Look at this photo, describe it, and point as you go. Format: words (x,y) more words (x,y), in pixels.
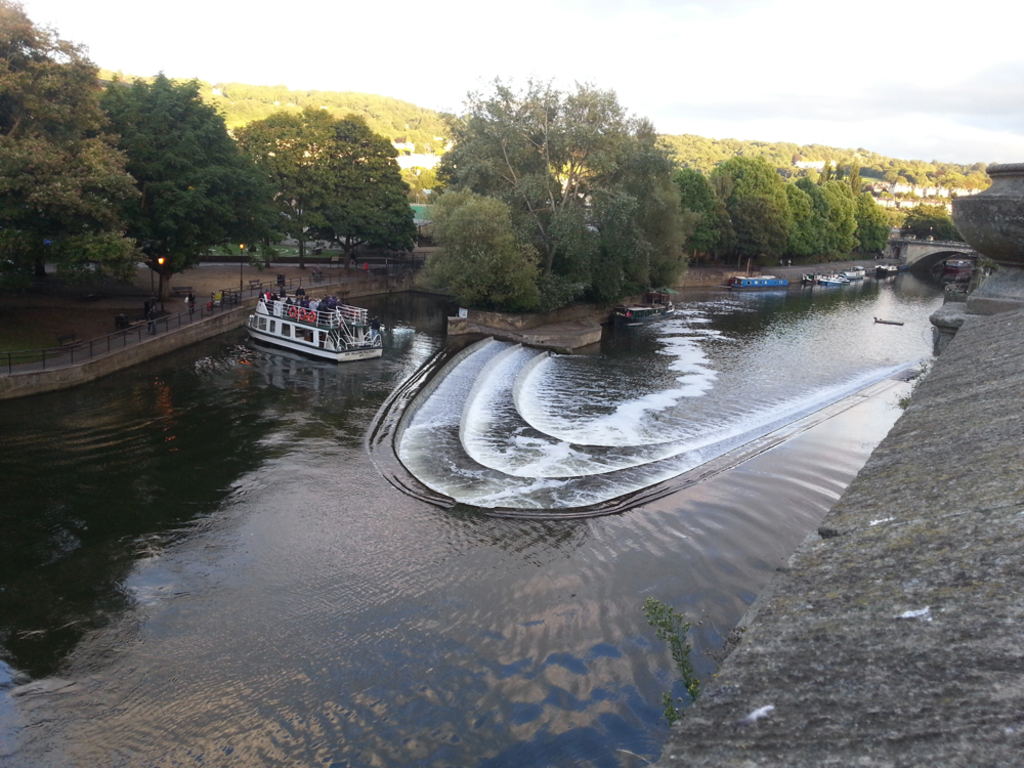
In the center of the image (498,345) there are boats (761,280) in the water (471,533). There is a metal fence (71,346). In the background of the image (84,256) there are trees (178,248), lights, buildings (889,189) and sky (962,157).
